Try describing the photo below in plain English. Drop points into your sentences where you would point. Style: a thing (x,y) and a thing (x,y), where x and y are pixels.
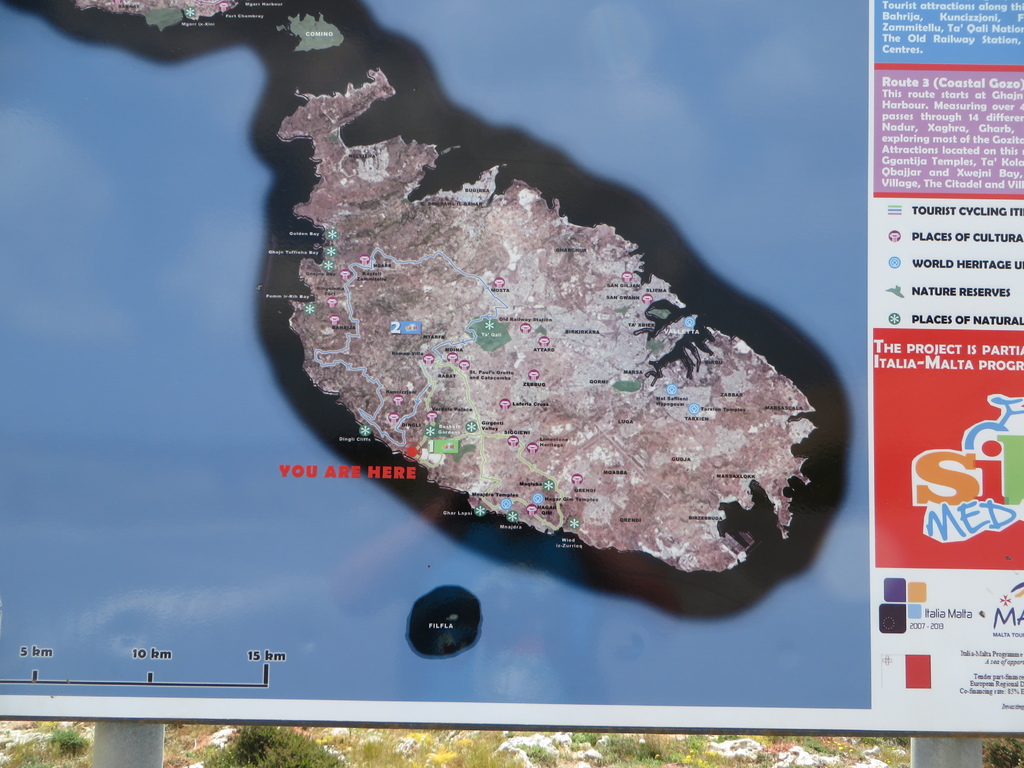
This picture describe about the map poster (248,602) seen in the image.
